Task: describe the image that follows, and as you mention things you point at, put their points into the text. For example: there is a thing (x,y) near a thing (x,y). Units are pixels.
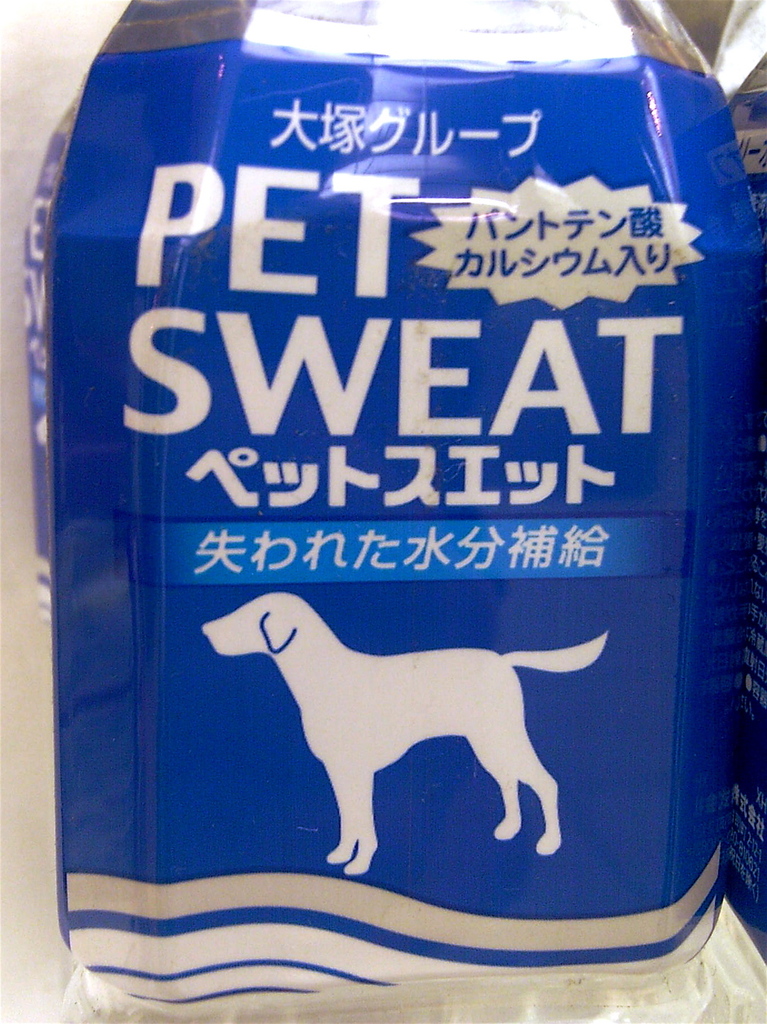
In this image we can see a container (471,355) with some text (516,390) on it which is placed on the surface (39,958).
